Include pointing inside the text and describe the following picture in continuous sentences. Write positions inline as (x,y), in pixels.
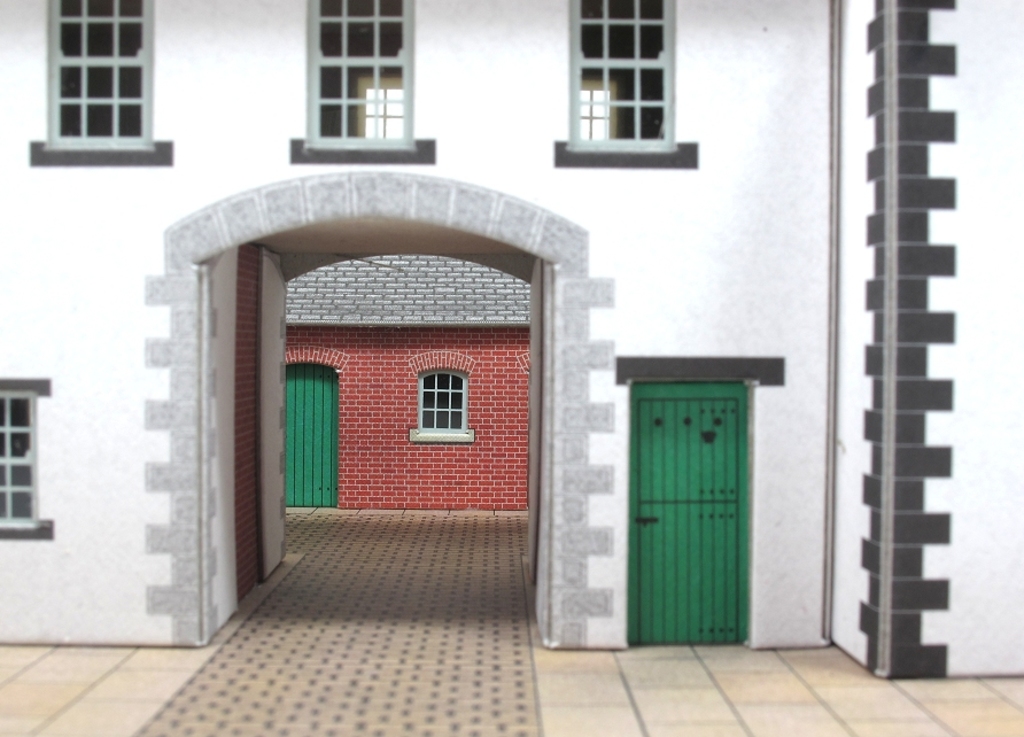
In this picture there is a building (394,146) which has few windows (380,142) and a green color door (690,493) on it and there is another building (446,353) which is in red color in the background (435,398).
